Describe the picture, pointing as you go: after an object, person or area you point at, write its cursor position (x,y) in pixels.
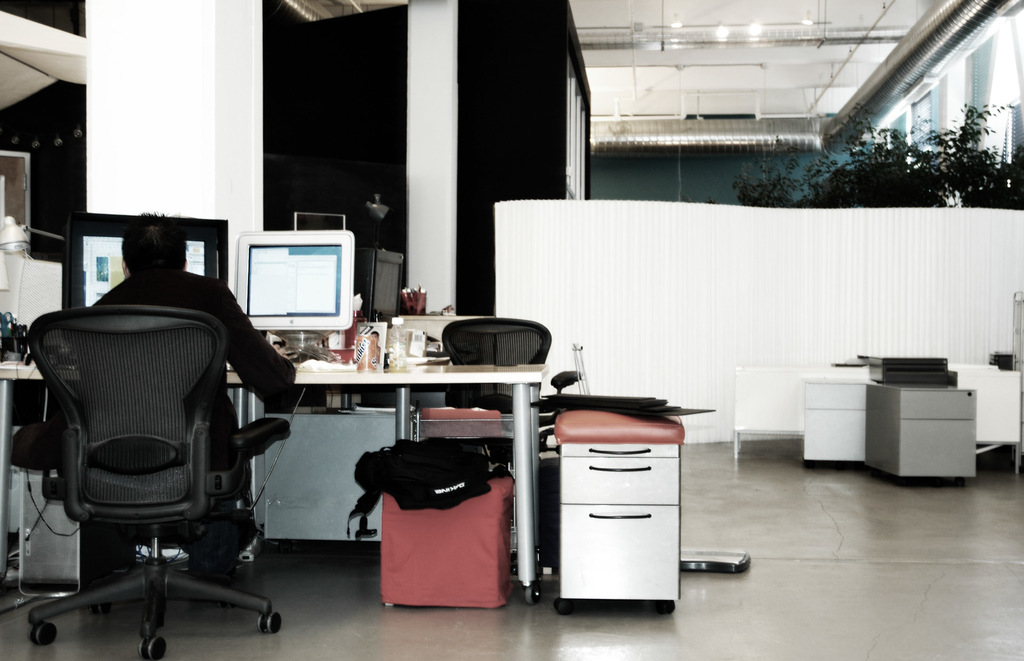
In this picture we can see a person (221,282) sitting on a chair (195,374) in front of a computer (276,253) and on the table (382,369) we can see tin (368,355), glass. Under the table (416,371) there is a bag (457,495). This is a desk (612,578). this is a floor (794,583). At the top (747,26) this is a light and ceiling (771,5).
